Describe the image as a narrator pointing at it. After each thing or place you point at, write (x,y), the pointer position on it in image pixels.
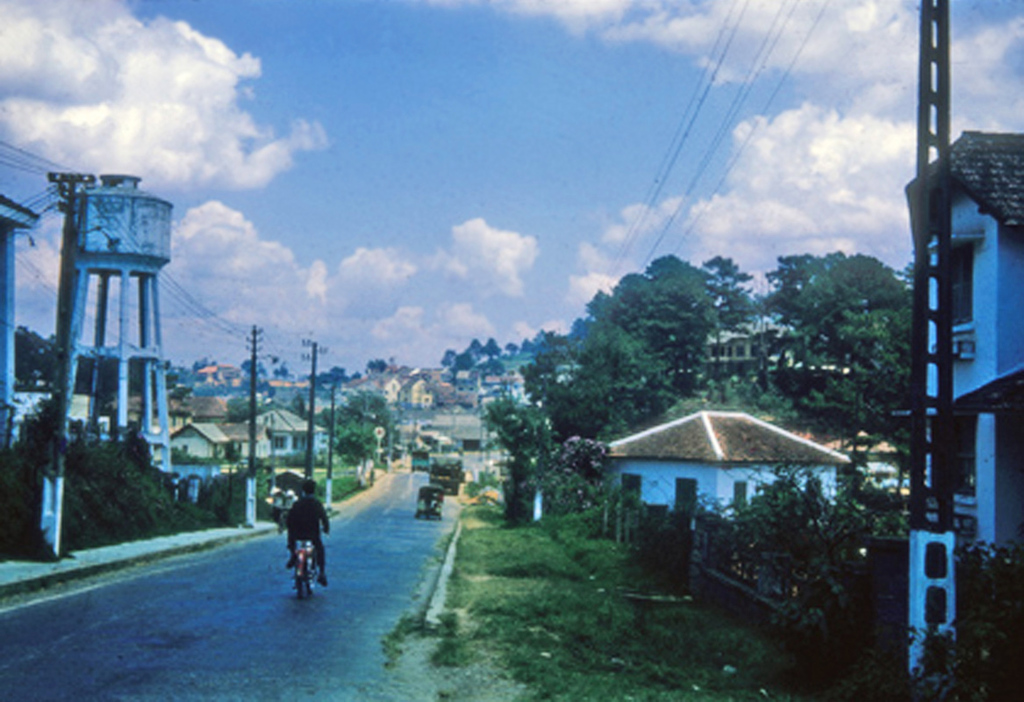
In this image there is a road (389,612) and we can see a man (301,518) riding a bike (313,547) and there are vehicles (442,499). On the left (125,372) we can see a tank (147,374). On the right (776,448) there are sheds (771,431). In the background (769,394) there are trees (769,394), poles (63,374), wires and sky (562,237).
